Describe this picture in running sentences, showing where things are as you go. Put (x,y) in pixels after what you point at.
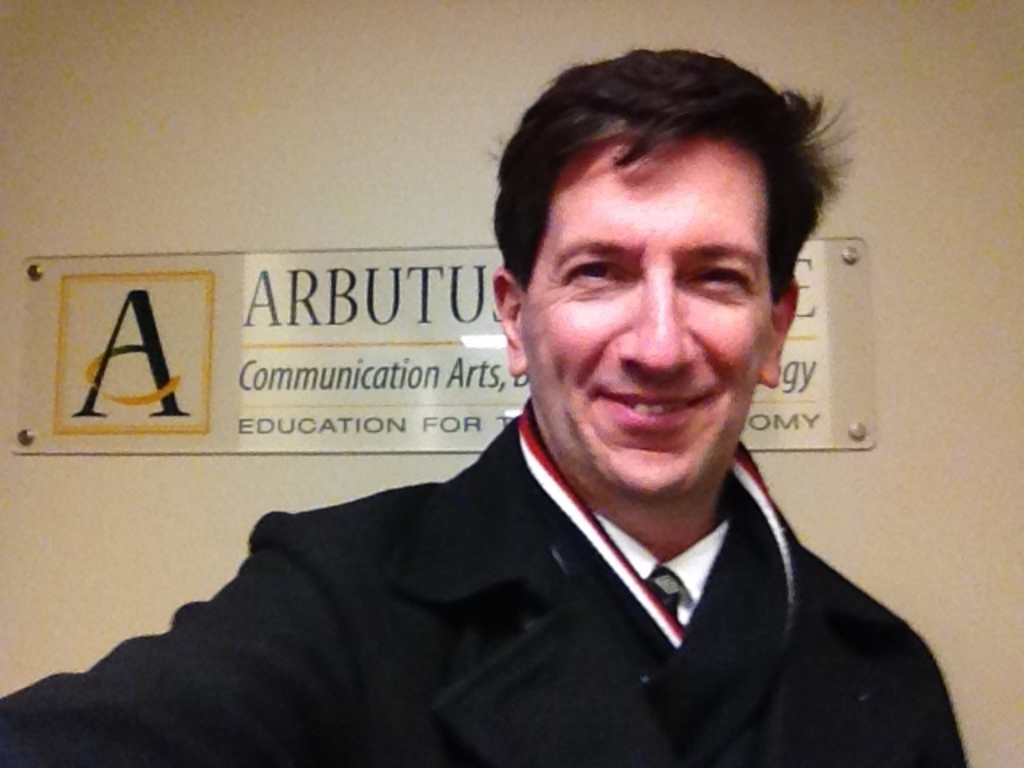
In this image, we can see a man (671,604) standing. In the background (865,415), we can see a name board (852,415) on the wall (339,103).
